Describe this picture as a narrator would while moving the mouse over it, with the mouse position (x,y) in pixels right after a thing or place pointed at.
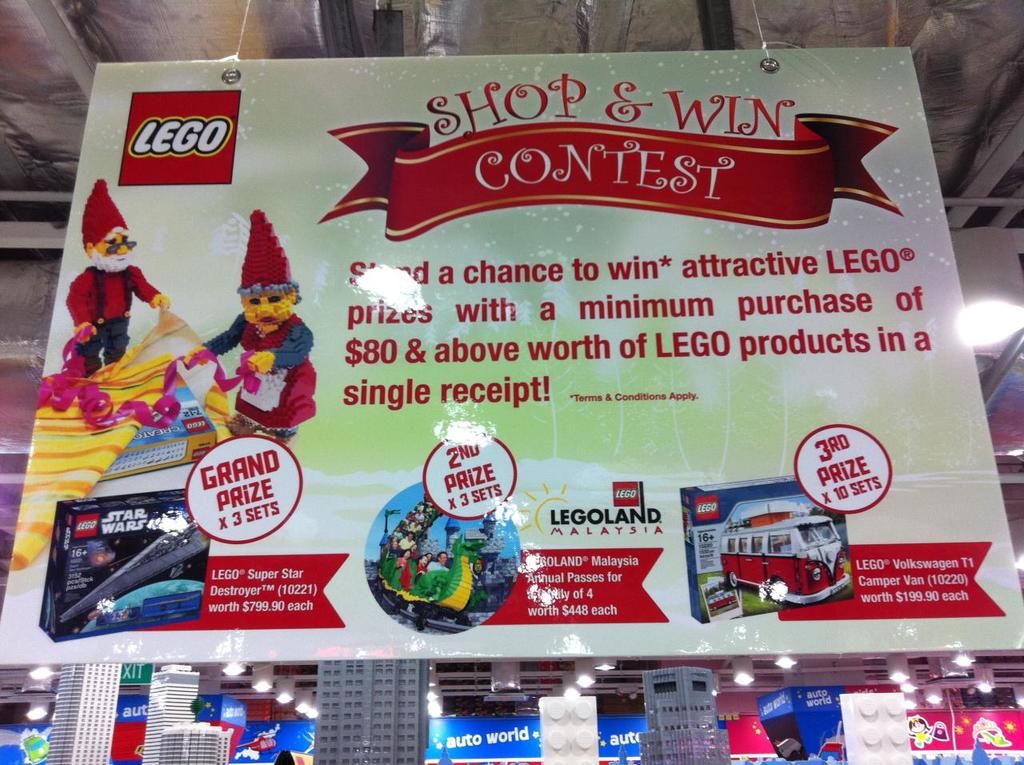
In this picture in the front (282,533) there is a banner (809,505) with some text (827,500) written on it. In the background (216,734) there are building models (356,750), lights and there are boards (606,721) with some text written on it.
